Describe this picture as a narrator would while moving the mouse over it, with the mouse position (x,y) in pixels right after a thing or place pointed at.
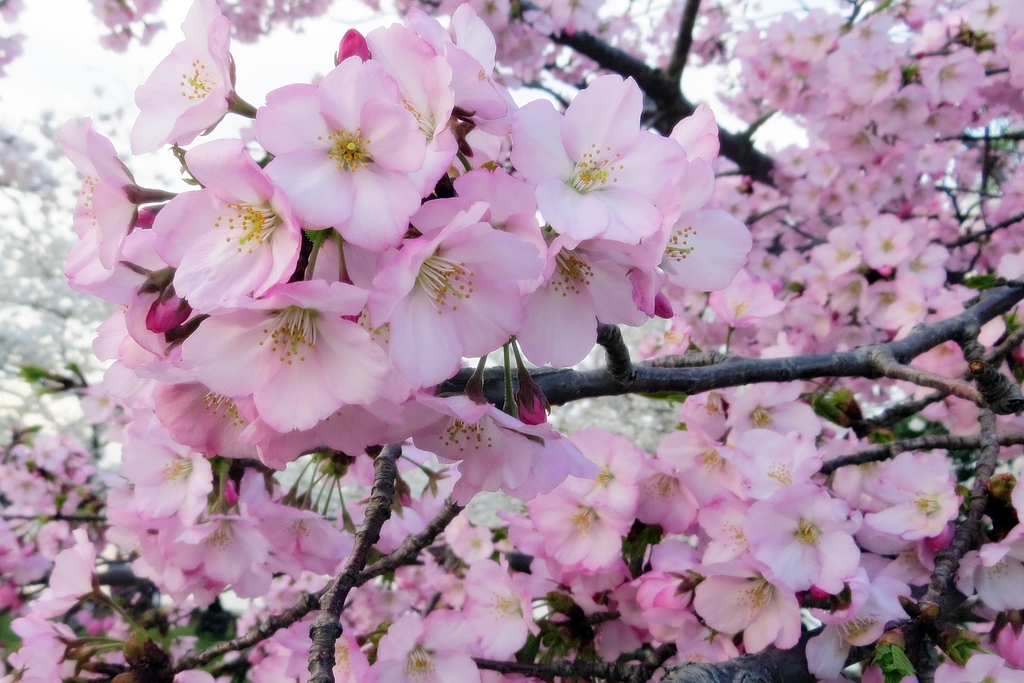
In this image we can see few flowers (476,346) to the branches (777,364) of a tree (671,336).
